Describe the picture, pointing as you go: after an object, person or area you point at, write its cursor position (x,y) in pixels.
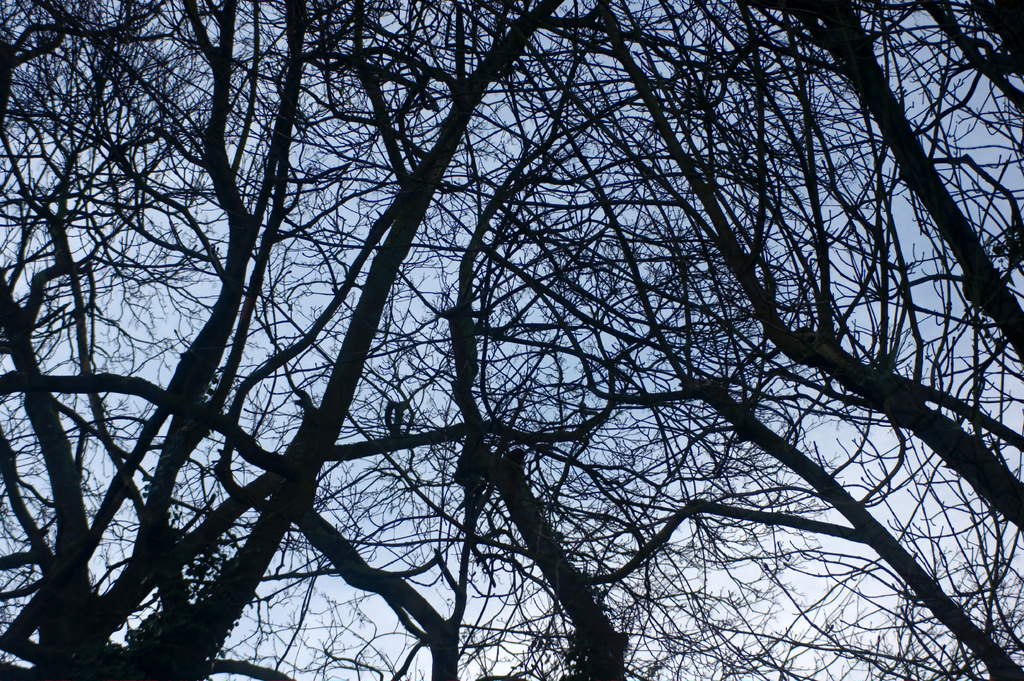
In this image we can see bare trees (707,395). In the background (1023,283) there is sky (399,366).
